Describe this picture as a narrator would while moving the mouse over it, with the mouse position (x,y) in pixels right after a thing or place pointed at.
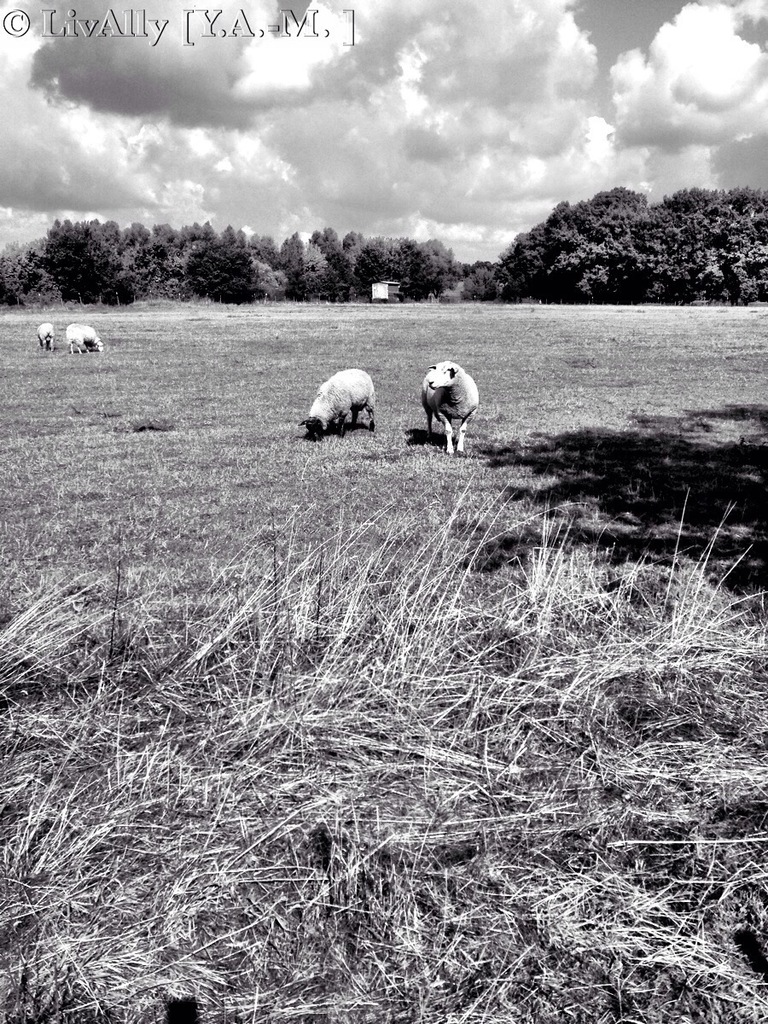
It is the black and white image in which there is a ground (315,591) on which there are four sheep's (456,398) which are eating the grass (261,497). In the background (504,273) there are trees (694,244). At the top (577,64) there is sky (652,18). On the ground (310,693) there is grass (478,714).
